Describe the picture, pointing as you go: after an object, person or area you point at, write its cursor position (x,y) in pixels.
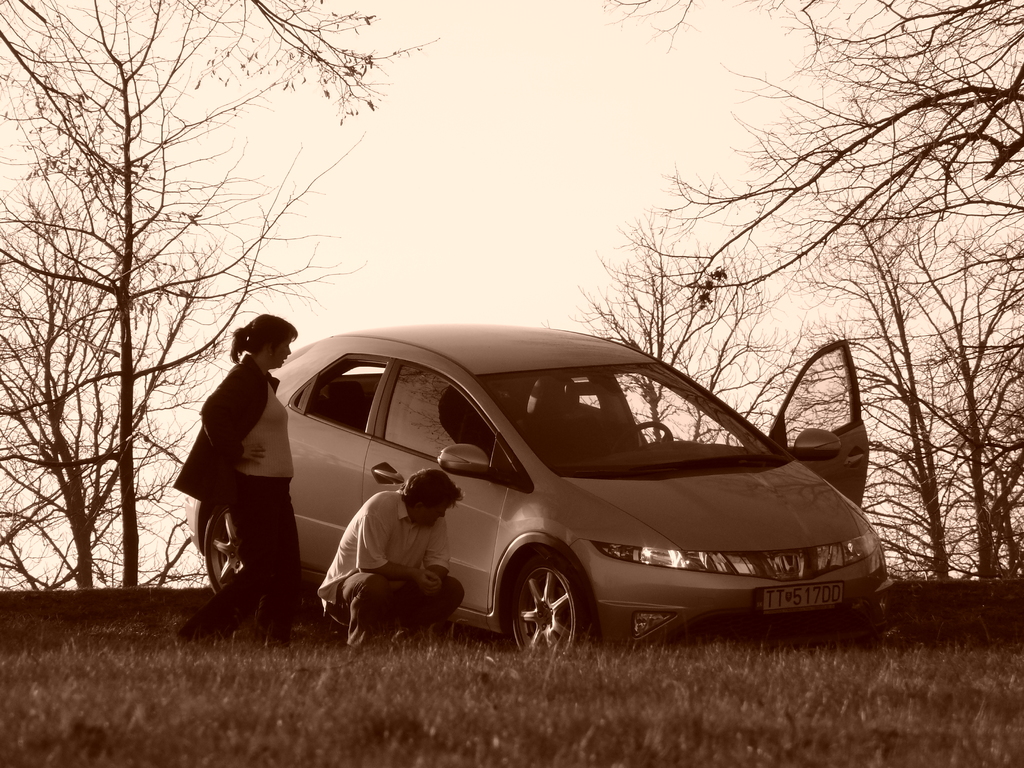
In the middle of this image (670,449), there is a vehicle (692,485) having one door (809,425) opens on the ground (544,651). Besides this vehicle (550,614), there are two persons (389,540). One of them is squatting and watching something on the vehicle (603,545). These both persons (388,574) on the ground (396,628), on which there is grass (593,694). In the background (955,421), there are trees (952,426) and there are clouds (479,106) in the sky (396,190).
